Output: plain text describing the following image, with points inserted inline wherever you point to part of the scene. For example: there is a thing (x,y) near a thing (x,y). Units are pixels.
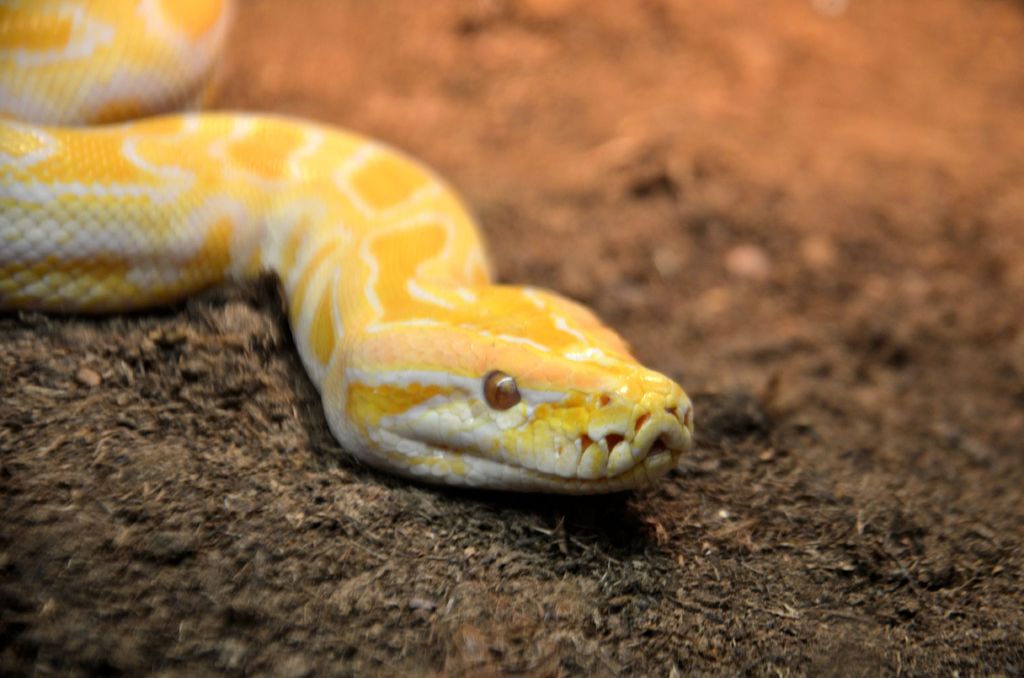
In this image we can see a snake (214,269).
